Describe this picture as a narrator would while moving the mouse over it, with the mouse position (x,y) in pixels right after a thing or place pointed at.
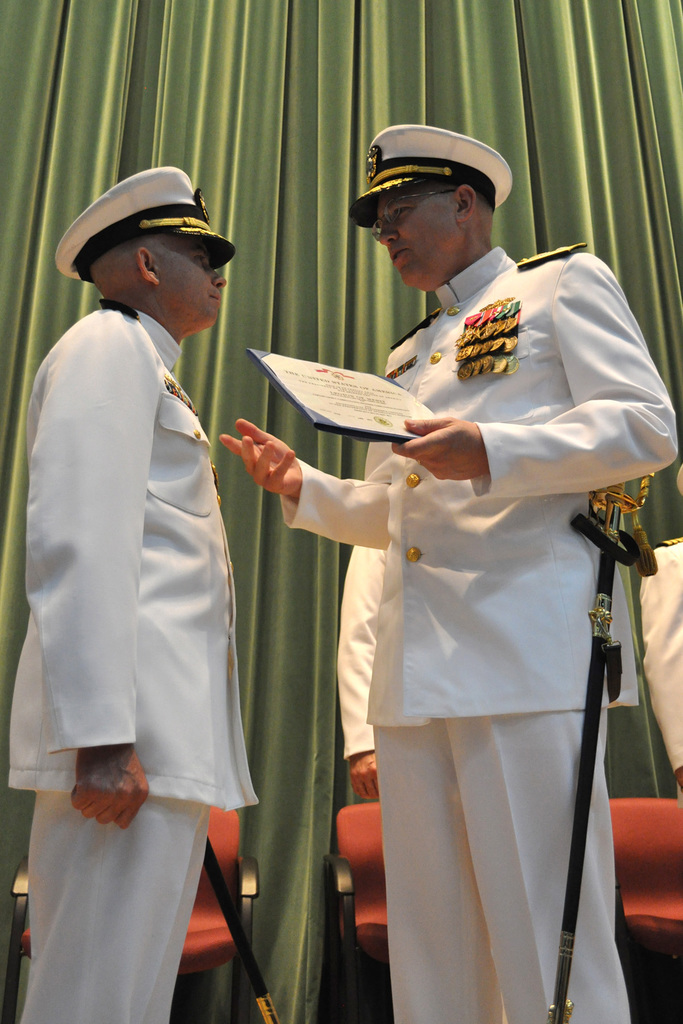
In this picture we can see four persons (59,449) are standing, two men (313,502) in the front (203,512) wore caps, a man (381,229) on the right side (510,685) is holding a certificate (387,387), there are three chairs (668,865) and a curtain (185,91) in the background (190,82).
